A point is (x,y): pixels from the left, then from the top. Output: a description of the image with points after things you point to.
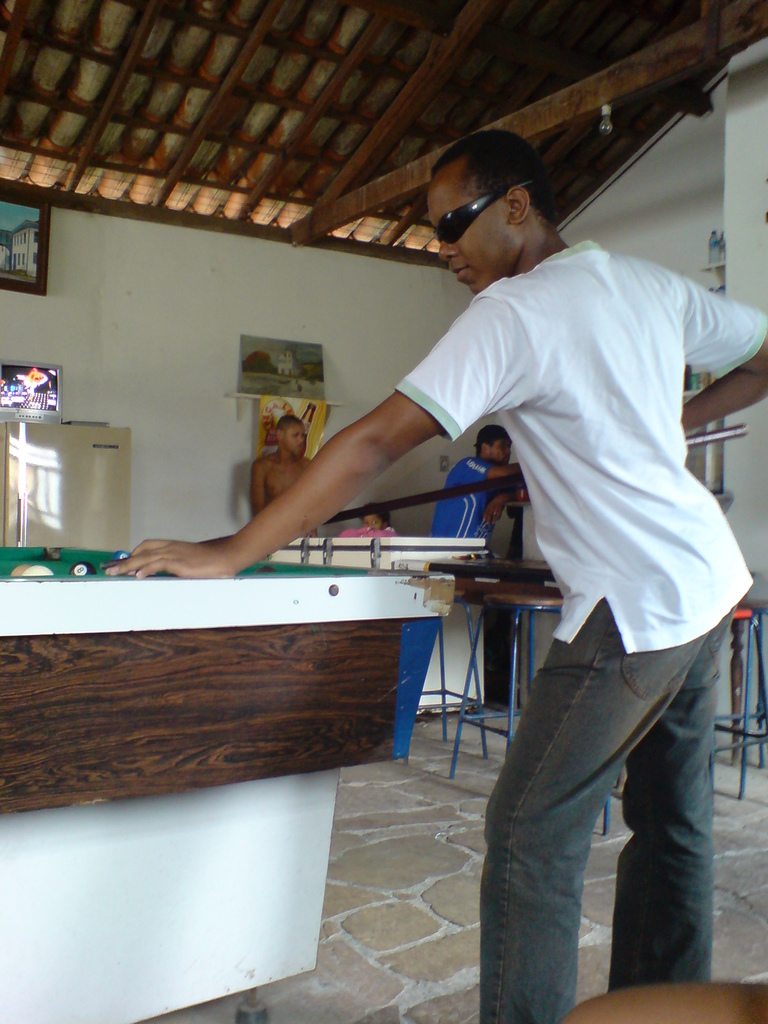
In this picture we can see a man (470,225) wearing goggles (443,236) playing a snookers. This is a floor (392,878). On the background of the picture (345,298) we can see a wall (324,291) in white colour and there are few photo frames (31,242) over the wall (193,333). This is a roof (361,86). Behind to this man (317,480) we can see two persons (286,476) standing. These are chairs (753,628).
